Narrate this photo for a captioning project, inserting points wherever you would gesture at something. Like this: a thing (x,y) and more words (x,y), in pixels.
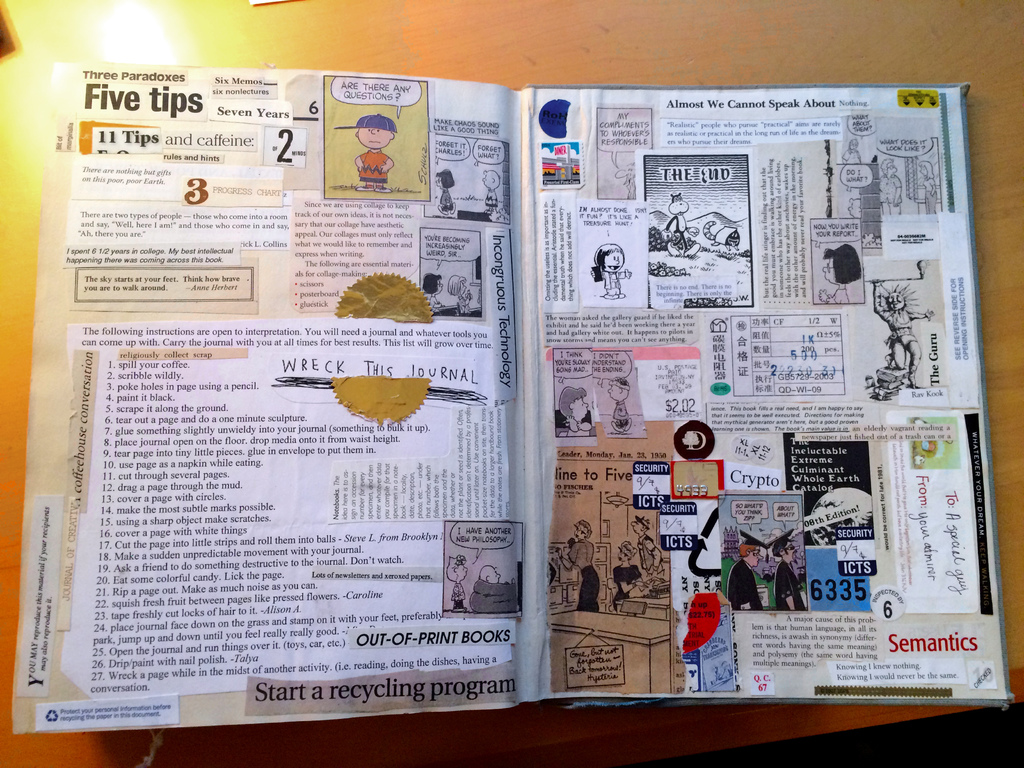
In this image we can see book (612,286) and posters (664,355) placed on the table (536,62).
